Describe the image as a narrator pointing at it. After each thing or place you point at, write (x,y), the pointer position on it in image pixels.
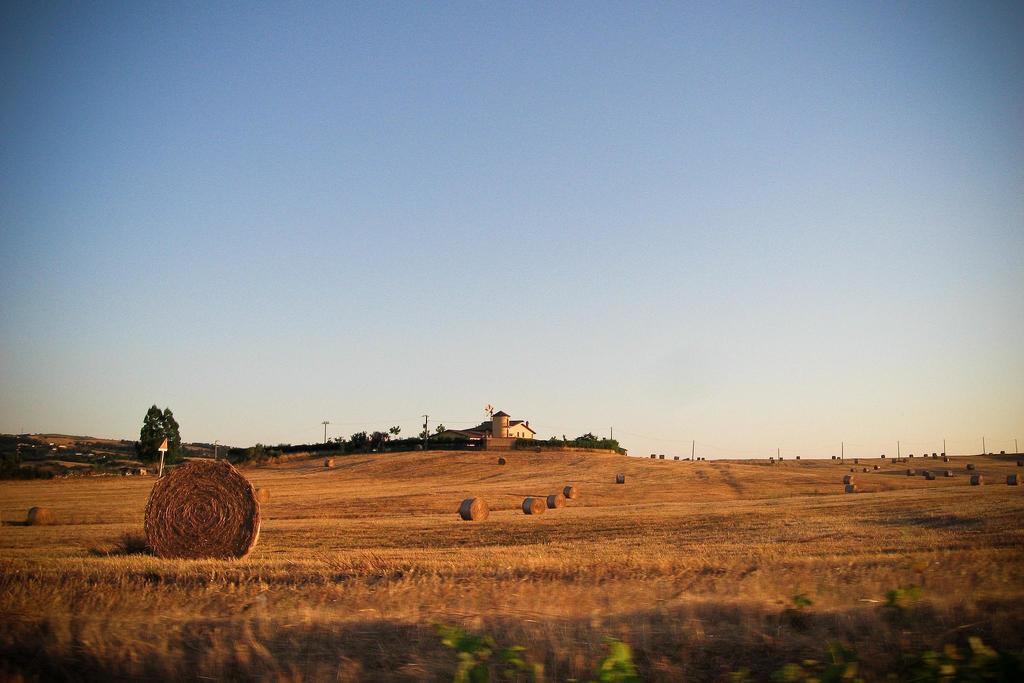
In this image in the center (360,455) there is grass (620,546) on the ground (408,533) and in the background (450,444) there are trees (404,448), there is a building (501,438) and there are objects (548,501) on the ground (732,478) which are brown in colour.
